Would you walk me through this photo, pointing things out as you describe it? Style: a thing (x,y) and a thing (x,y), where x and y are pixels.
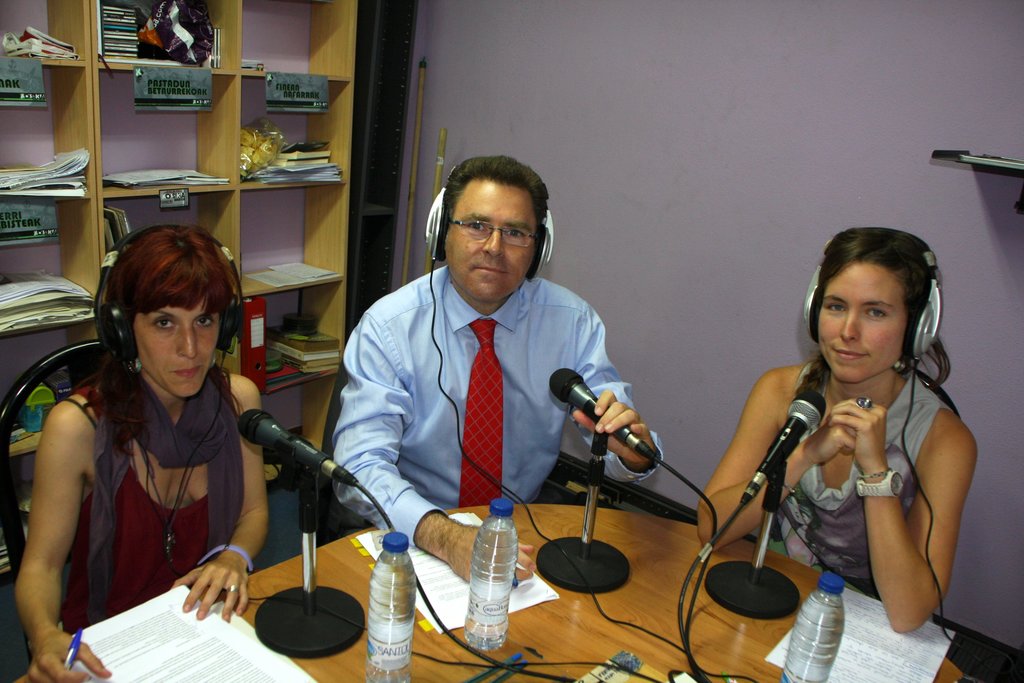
In the picture we can see a three people (478,241) sitting on a chairs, two (103,441) are women (56,591) and one (549,311) is man (431,346), they are sitting near to the table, on the table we can find a microphones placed on the stand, three bottles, and papers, in the background (694,407) we can see racks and some papers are placed in the racks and a wall (656,320) and two sticks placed near the wall (671,343).
